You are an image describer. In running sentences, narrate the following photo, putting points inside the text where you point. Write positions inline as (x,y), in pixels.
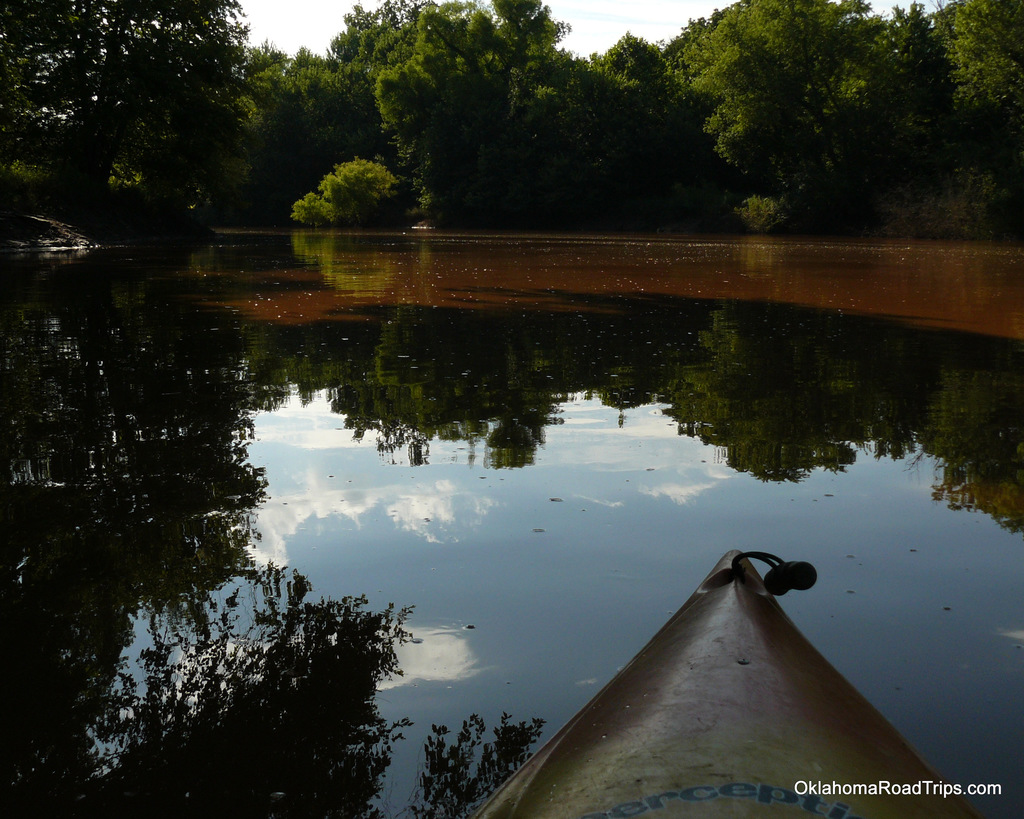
This image consists of a pond (563,505) or a lake (210,465). In the middle (414,528), there is water (1010,258). At the bottom (728,695), there is a boat (798,661). In the background (840,156), there are many trees (633,182). At the top (282,25), there is sky (289,25).
